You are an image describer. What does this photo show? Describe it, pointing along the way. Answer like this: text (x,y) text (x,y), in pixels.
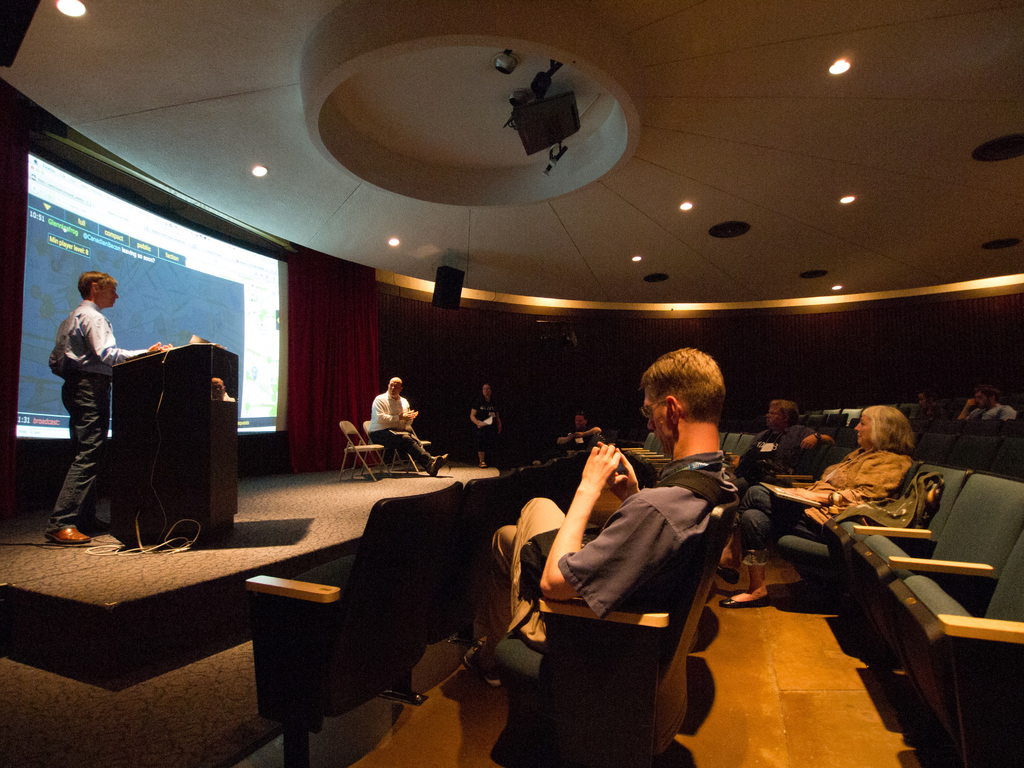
In this image we can see people (739,530) sitting. On the left (95,452) there is a man (81,447) standing, before him there is a podium (148,378) and we can see a screen (265,380). There are curtains (313,381). At the top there are lights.
